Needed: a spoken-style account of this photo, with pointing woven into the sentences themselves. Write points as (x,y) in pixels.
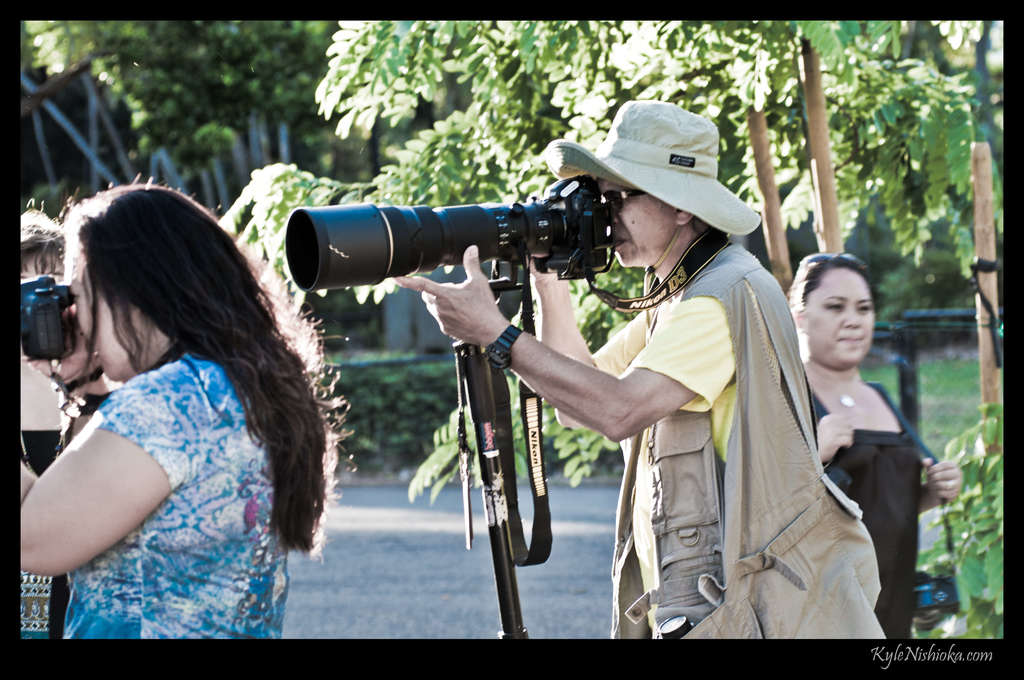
This picture is an edited picture. In this picture there are two persons (703,486) standing and holding the cameras (514,218) and there are two persons (53,266) standing. At the back (899,209) there are trees (844,226). At the bottom (361,576) there is grass (921,402) and there is a road (388,567). At the bottom right (929,661) there is a text (910,644).
